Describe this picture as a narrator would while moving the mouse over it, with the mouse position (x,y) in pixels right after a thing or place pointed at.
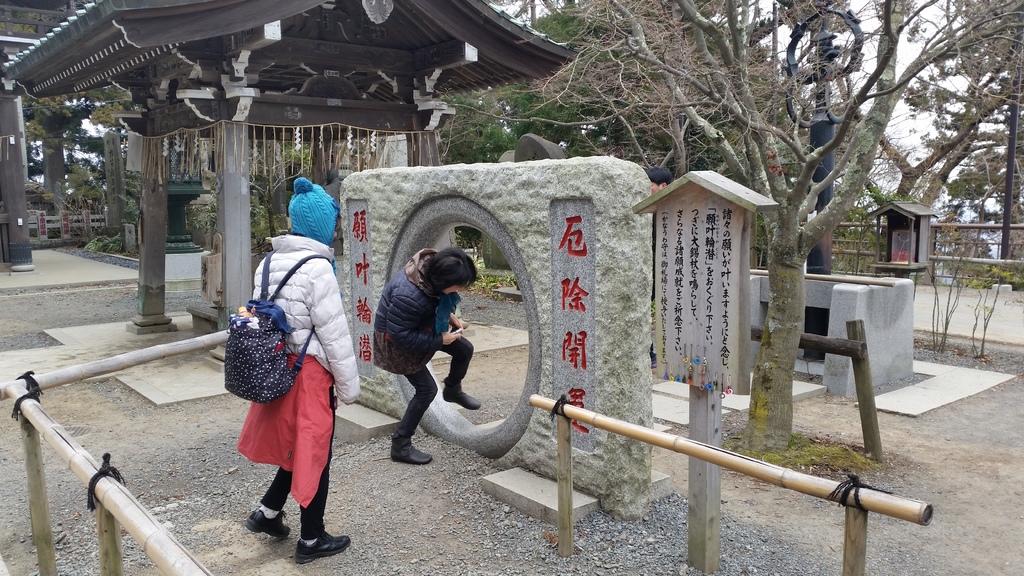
In this image, we can see two people (417,331) are wearing jackets (405,312). Here a person (296,350) is wearing a backpack (263,359). This person (394,369) is walking through the hole (489,364). At the bottom (896,516), we can see few rods (802,475). Background (853,252) there are so many trees (818,222), fencing (961,241), poles (828,169), shed (255,12).
